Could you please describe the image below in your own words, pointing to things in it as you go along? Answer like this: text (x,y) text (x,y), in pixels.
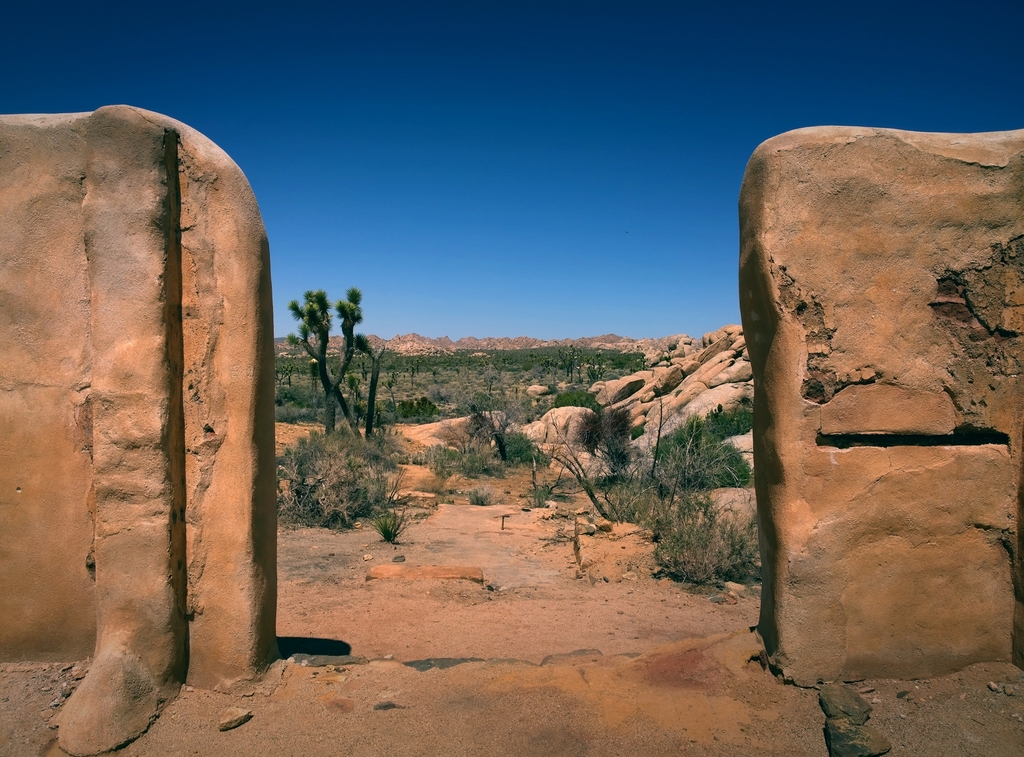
In this image we can see rocks (716,360), trees (374,410), plants (612,517), grass (679,521), stones (674,371), hills (601,343) and sky (406,183).
